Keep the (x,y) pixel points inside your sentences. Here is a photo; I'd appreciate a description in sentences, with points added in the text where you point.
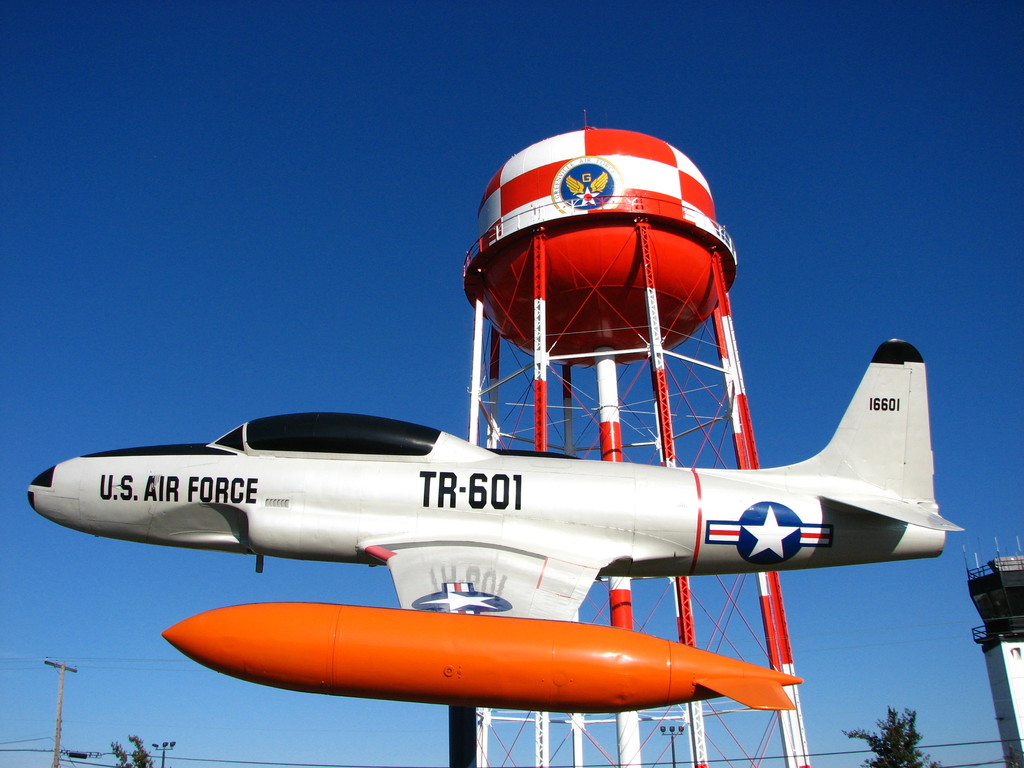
In this image we can see an airplane (527,557), in the background (662,331) there is a tower (651,290) with a tank (623,317), there are trees (910,746), a pole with wires (174,756) and the sky (932,738), on the right side (1006,686) there is a building (1005,701).
